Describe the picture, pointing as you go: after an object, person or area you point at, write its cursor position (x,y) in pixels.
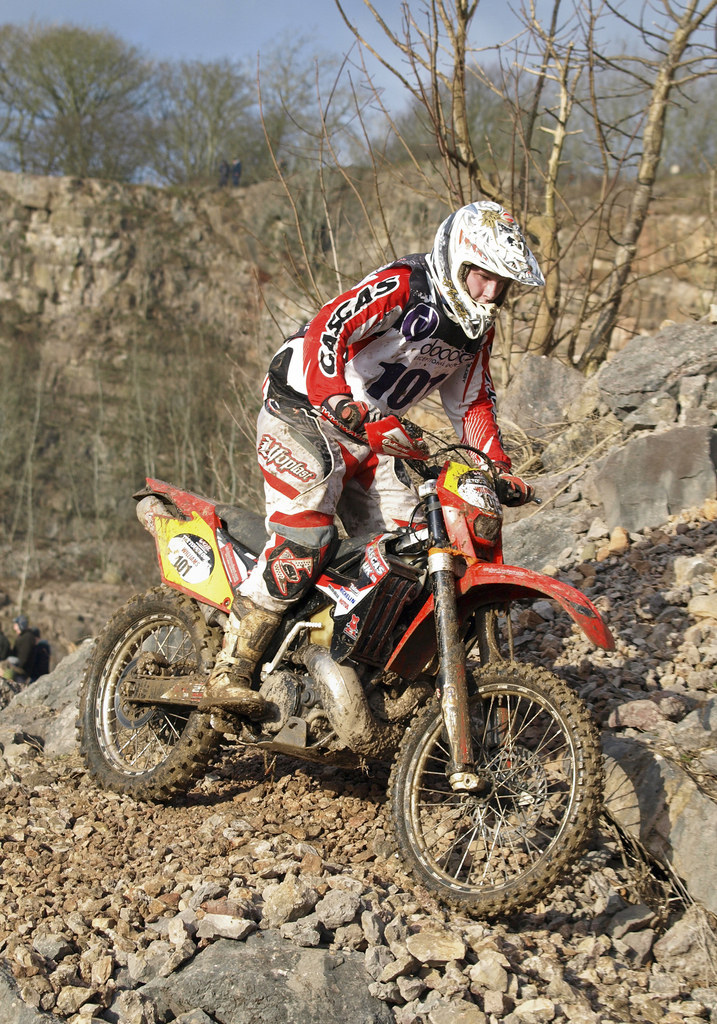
This picture is clicked outside. In the center (317,494) we can see a person (402,305) wearing a white color helmet (494,236) and seems to be riding a bike (480,797) and we can see the rocks (309,912), trees (283,155) and the sky (328,57).
